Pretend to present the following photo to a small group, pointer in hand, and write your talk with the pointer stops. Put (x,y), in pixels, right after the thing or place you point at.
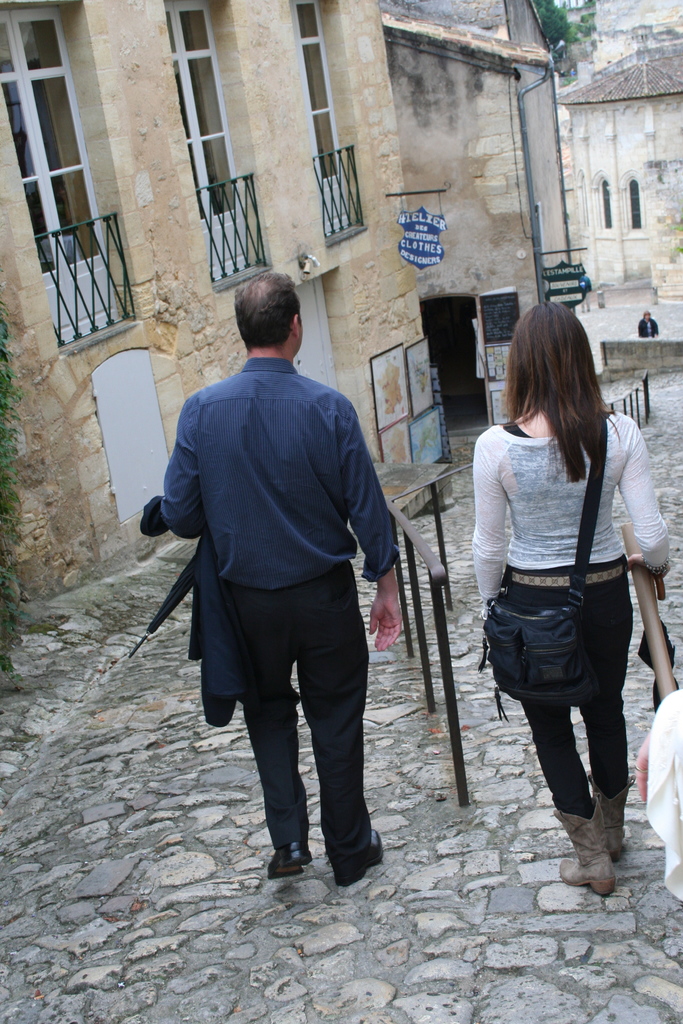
In the center of the image (240,532) we can see two persons (334,571) are standing and they are holding some objects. And we can see they are in different costumes (592,595). And the woman (556,755) is wearing a bag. On the right side of the image (658,767), we can see one cloth (653,774). In the background (45,109) we can see buildings (471,388), fences (123,296), windows (77,155), banners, poles (405,539), plants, one person (656,330) standing and a few other objects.
